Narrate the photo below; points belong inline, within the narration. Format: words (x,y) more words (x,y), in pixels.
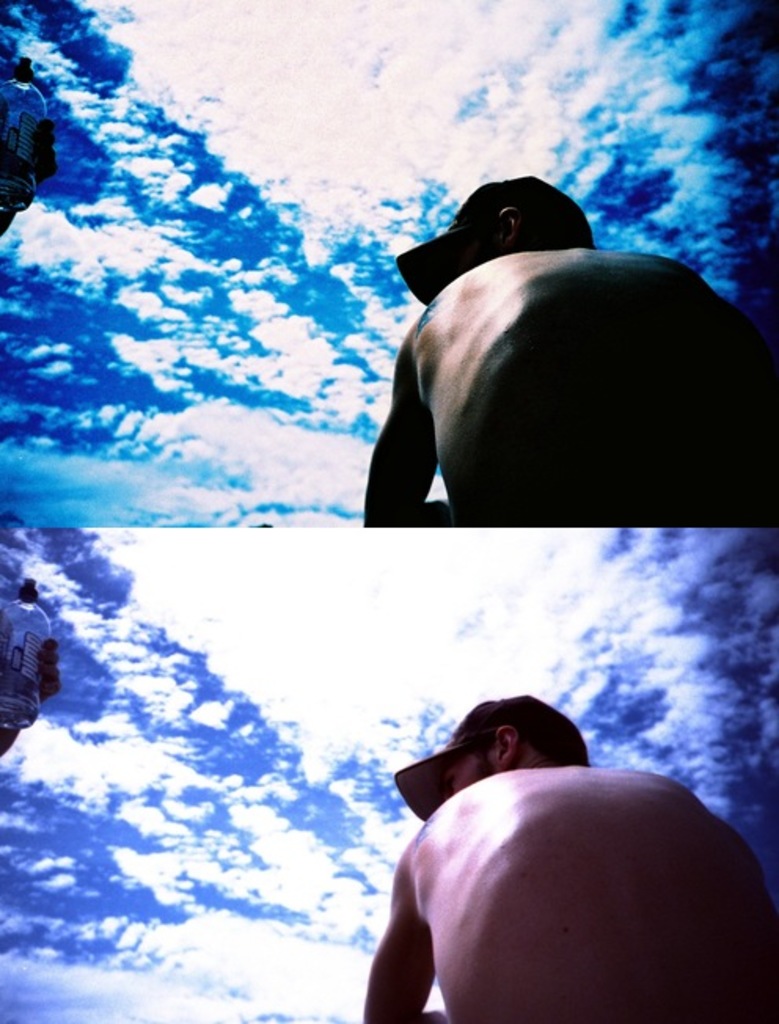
This is a collage image. In this image I can see the person (479,823) with the cap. To the left (30,605) there is an another person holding the bottle (37,634). In the background (183,390) I can see the clouds (441,594) and the sky (194,683).
